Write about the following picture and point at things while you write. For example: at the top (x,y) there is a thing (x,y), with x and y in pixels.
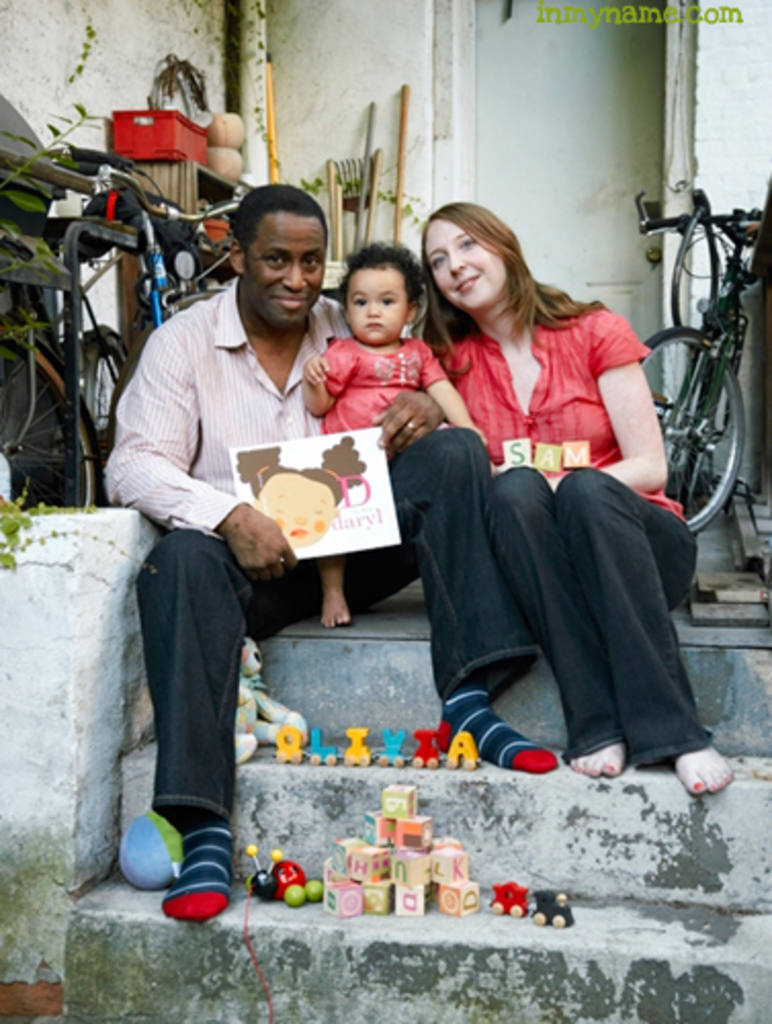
In this image I can see the group (206,507) of people (206,507) with different color dresses (559,626). I can see many toys (271,879) in-front of these people (230,840). In the background (92,399) I can see the bicycles (55,345), box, sticks (338,197) and many objects (175,176). In the background (312,94) I can see the door (519,98) and the wall (341,77).
